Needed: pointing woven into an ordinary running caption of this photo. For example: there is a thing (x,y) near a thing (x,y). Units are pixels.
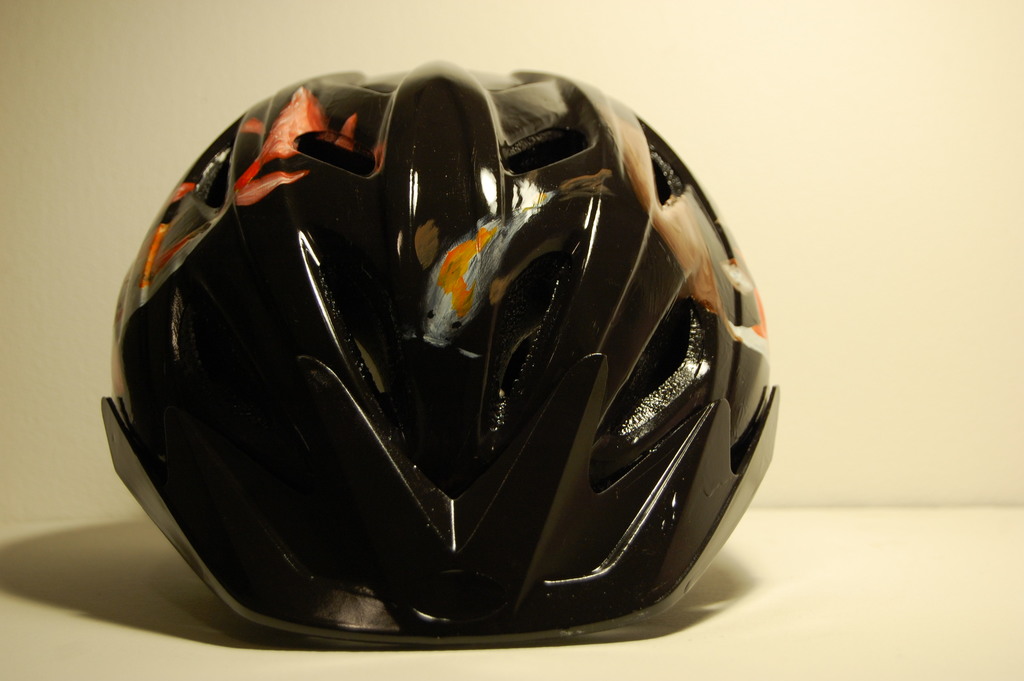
In this image I can see the black color object (634,224) on the cream color surface (195,647).
